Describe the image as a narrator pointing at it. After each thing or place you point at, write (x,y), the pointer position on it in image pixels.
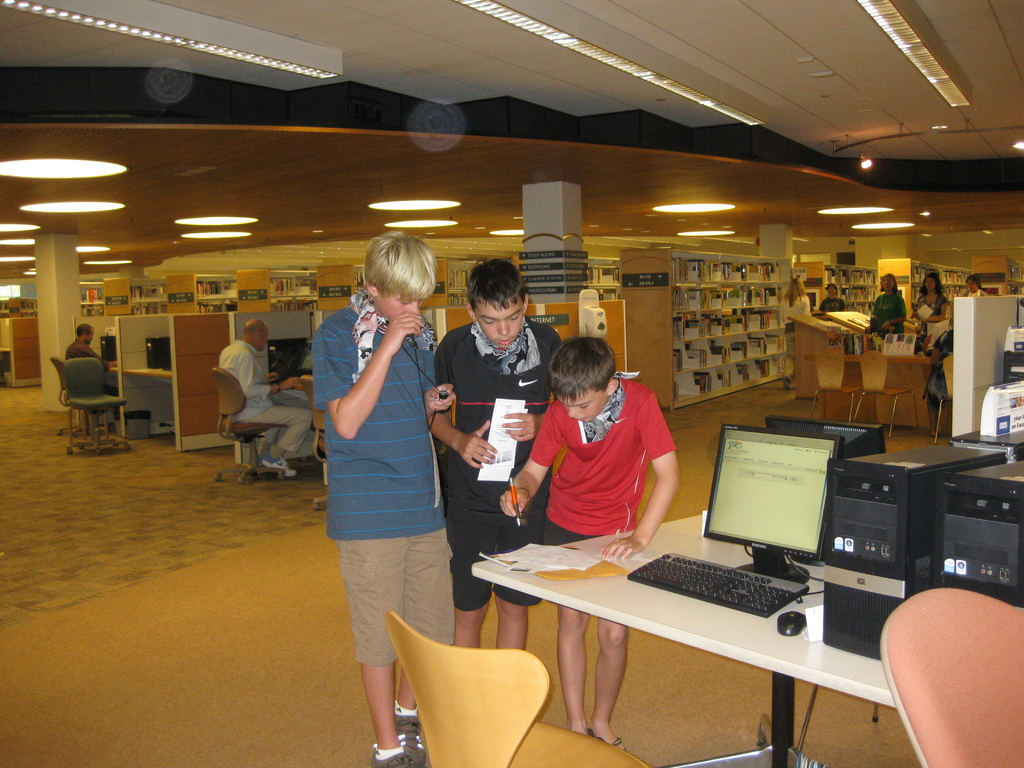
This picture shows few people (363,505) standing and we see few are seated and bookshelf (765,320) and a monitor (766,545) on the table (750,652).
